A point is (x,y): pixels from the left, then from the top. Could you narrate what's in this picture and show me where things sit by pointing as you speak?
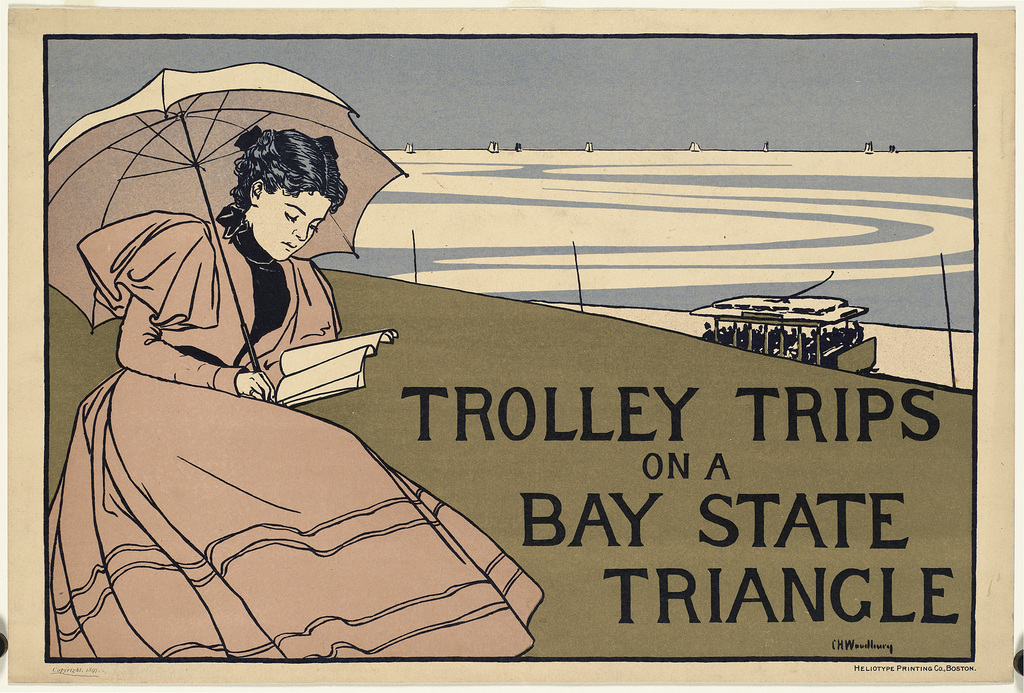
In foreground of this poster, there is a woman (231,414) holding a book (314,365) and an umbrella (213,137). On the right (800,313), there is some text (810,405) and a boat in the water (718,247). At the top (599,102), there is the sky (578,98).
